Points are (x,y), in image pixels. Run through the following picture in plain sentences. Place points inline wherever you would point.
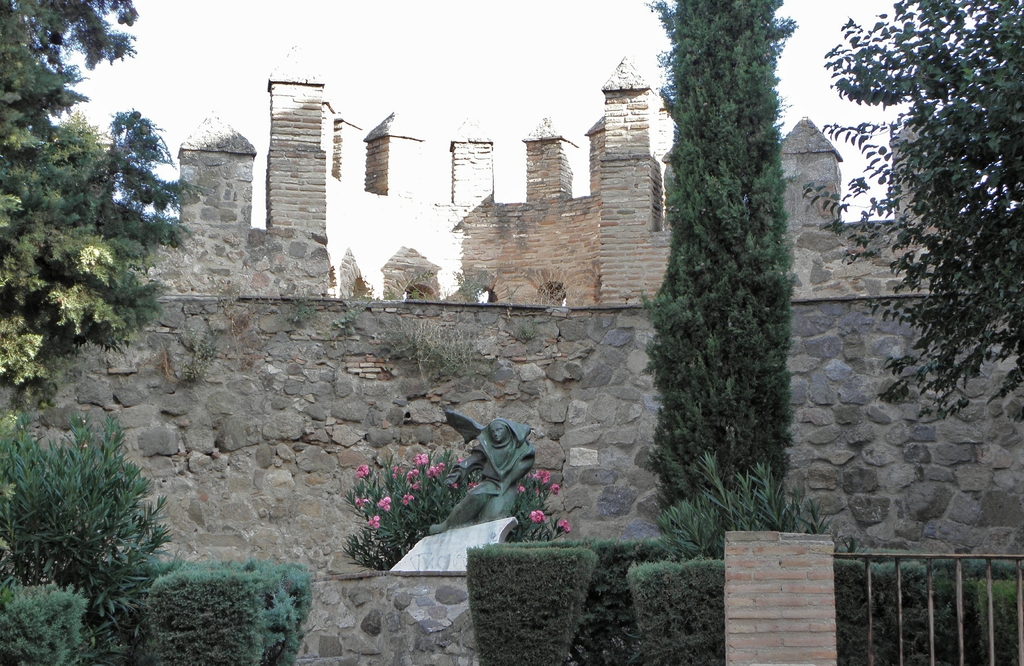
In the image we can see there is a statue (509,504) and there are flowers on the plants (431,518). There are trees (780,317) and bushes (153,561) and behind there is a building (631,221).
